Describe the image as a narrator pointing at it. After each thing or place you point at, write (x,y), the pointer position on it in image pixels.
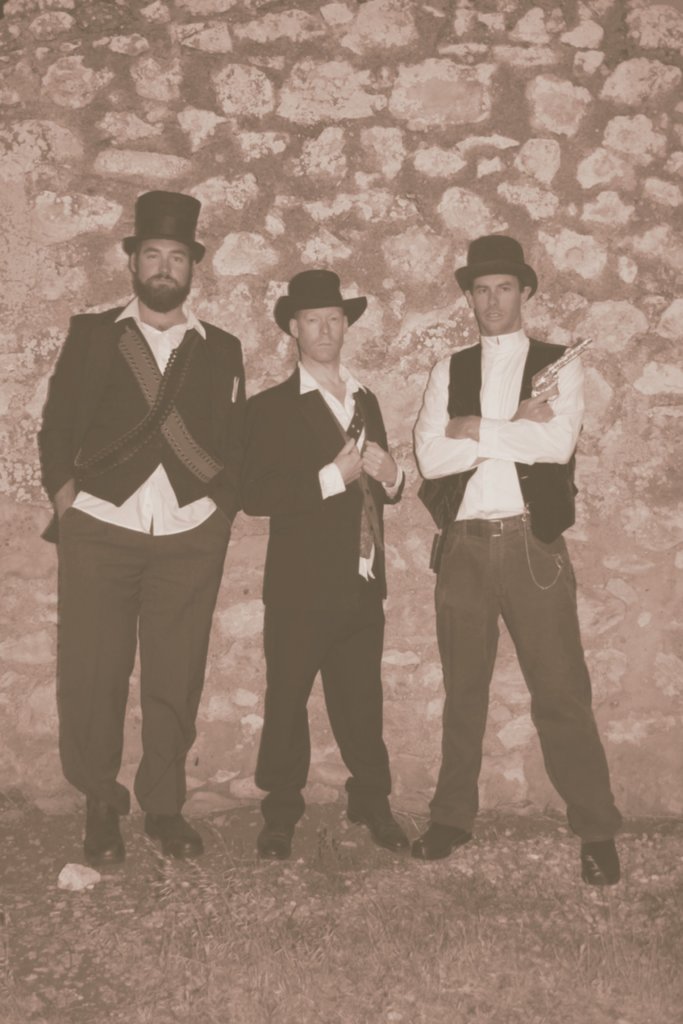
In this image there are three men (270,589) standing together in front of a wall (243,610), in which one of them is holding gun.
